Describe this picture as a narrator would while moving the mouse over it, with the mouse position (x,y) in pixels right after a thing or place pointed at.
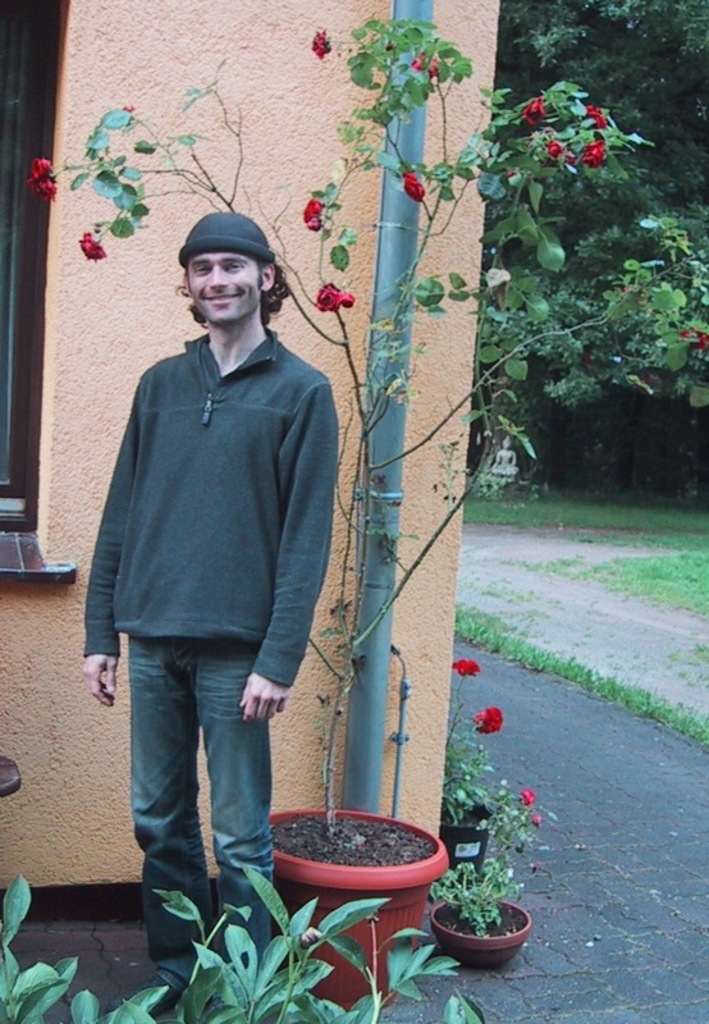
In this picture we can observe a person (206,513) wearing a cap (206,232) on his head (207,297) and he is smiling. He is standing beside the flower pot (340,876) which is in red color. There are some red color flowers (324,49). We can observe a cream color wall (293,135) and a pipe (392,127). In the background (684,51) there are trees (532,35).
